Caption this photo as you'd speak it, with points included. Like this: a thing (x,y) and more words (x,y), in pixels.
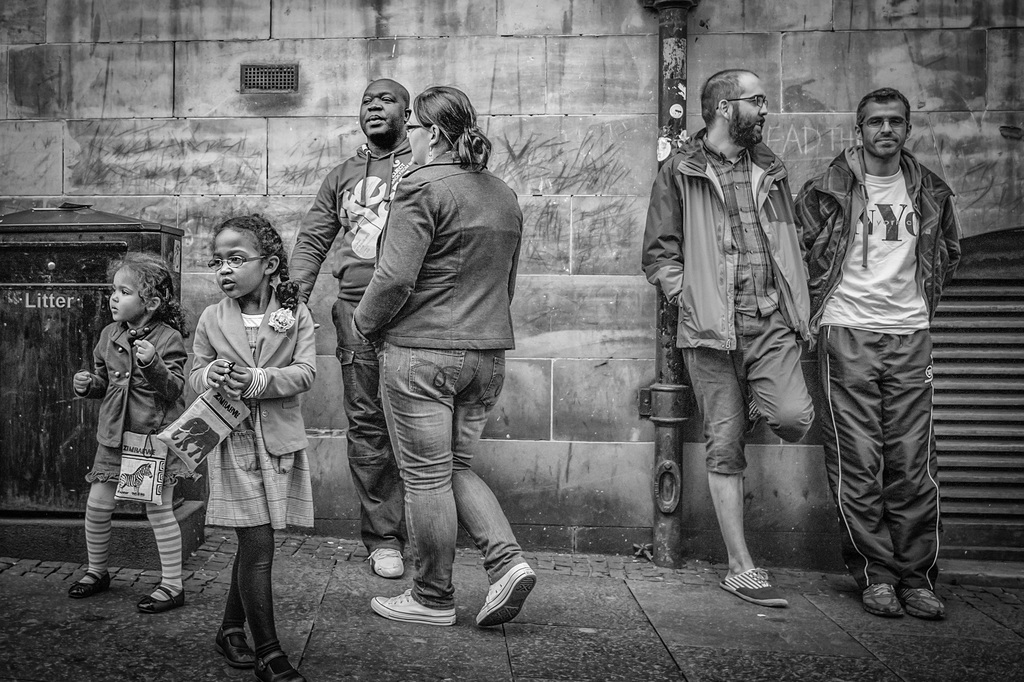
In this black and white image there are a few people (496,317) standing and walking on the path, behind them there is a pole (680,18), a box (43,311) placed on the rock structure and a wall (401,26).
